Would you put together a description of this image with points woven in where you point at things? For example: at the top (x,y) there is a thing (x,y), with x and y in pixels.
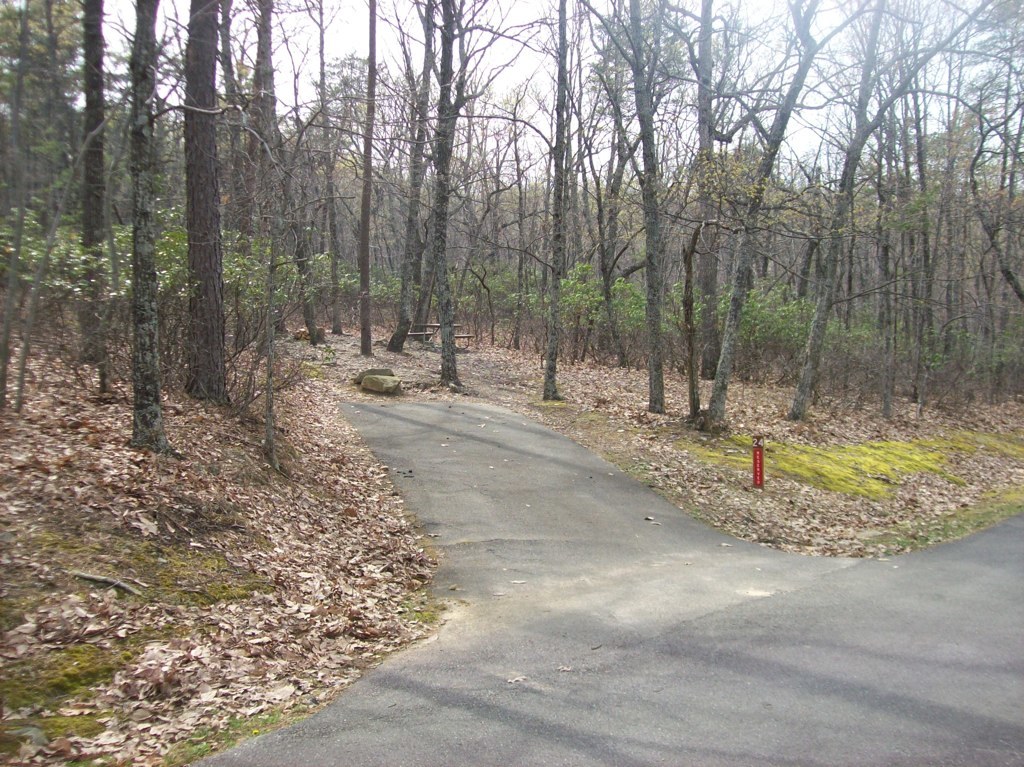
In this picture we can see trees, road (480,725) and we can see sky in the background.
